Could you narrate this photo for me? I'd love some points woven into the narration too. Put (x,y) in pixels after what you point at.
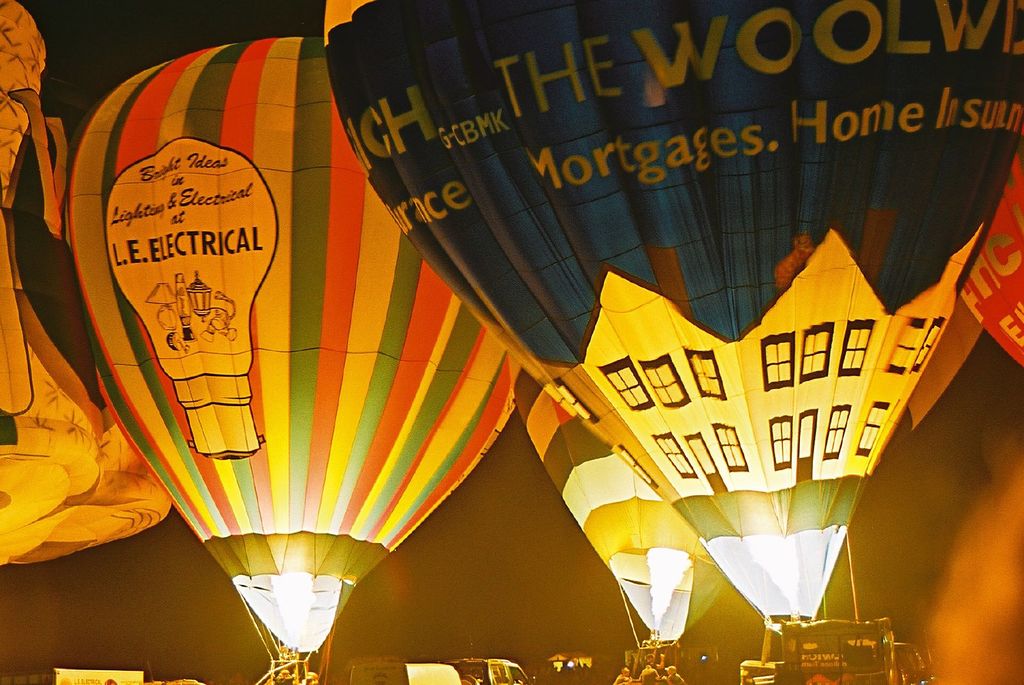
In this image I can see the hot air balloons (269,394) which are colorful. To the side of these balloons (292,625) I can see few people (647,673) and many vehicles (387,682). There is a black background (156,24).
